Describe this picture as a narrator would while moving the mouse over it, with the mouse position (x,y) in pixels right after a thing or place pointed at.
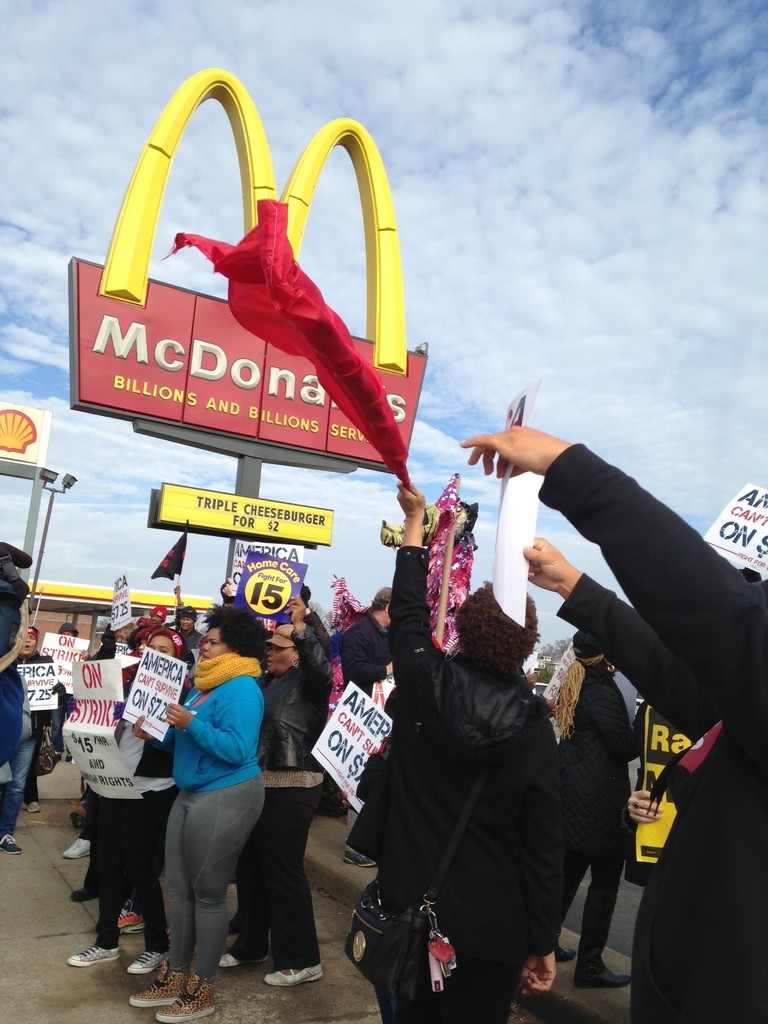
In the picture we can see some people (647,948) are standing and holding some boards (670,740) and something written on it and besides them, we can see an MC Donald board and on the poles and Yellow color M symbol (375,262) on it and we can also see a sky (486,207) with clouds (507,196).
